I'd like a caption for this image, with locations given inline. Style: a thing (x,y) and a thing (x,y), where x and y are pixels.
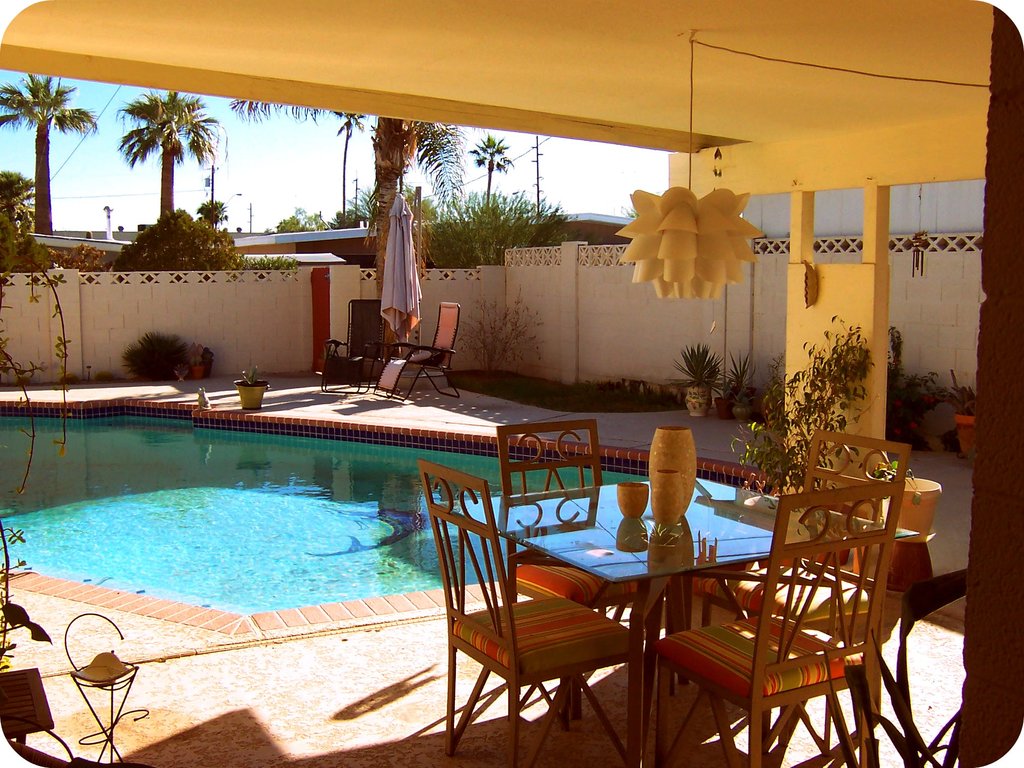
In this image there is a table (699,484). On top of it there are few objects (668,479). There are chairs (665,662). On the left side of the image (8,645) there are few objects (17,721). In the center of the image (357,466) there is a swimming pool (197,530). There are flower pots (258,387). There are chairs (425,352). In the background of the image (434,254) there are trees (345,209), buildings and sky (301,132). There is a wall (257,311).
